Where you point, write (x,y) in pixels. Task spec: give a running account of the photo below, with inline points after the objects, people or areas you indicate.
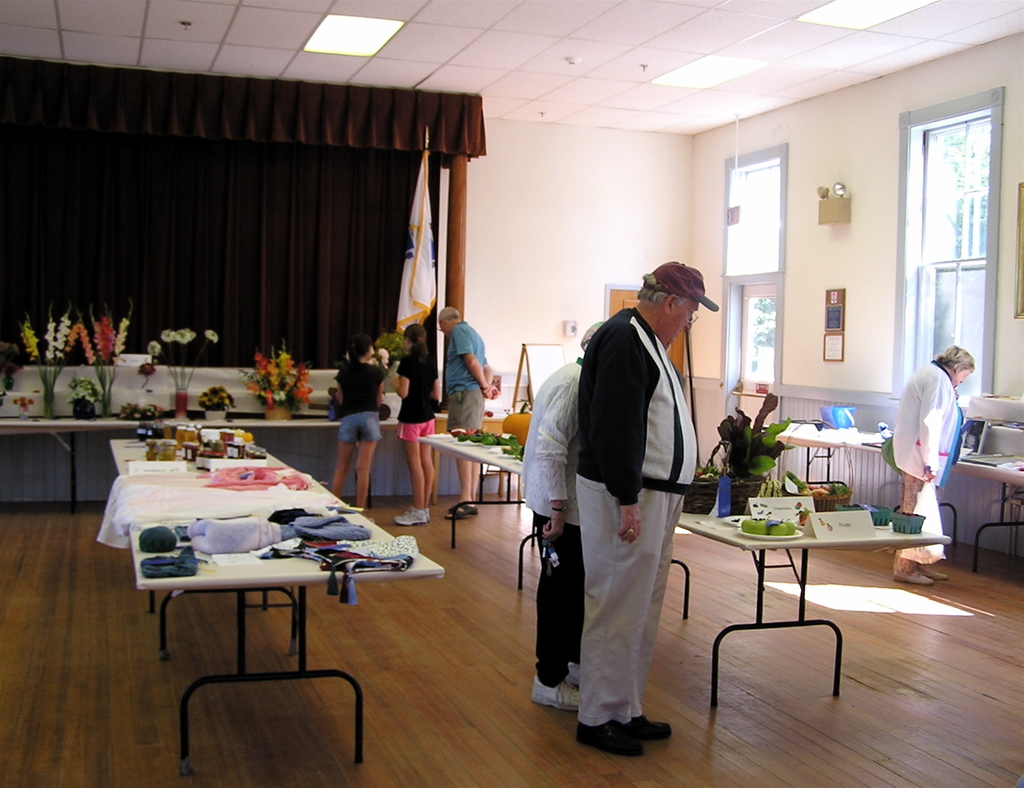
In this image I can see a group of people (596,436) are standing on the floor (419,732) in front of a table (259,589). On the table (318,501) I can see there are few objects (194,493) on it. On the right side (925,253) I can see there are two windows (908,302) and white color wall (599,218).
